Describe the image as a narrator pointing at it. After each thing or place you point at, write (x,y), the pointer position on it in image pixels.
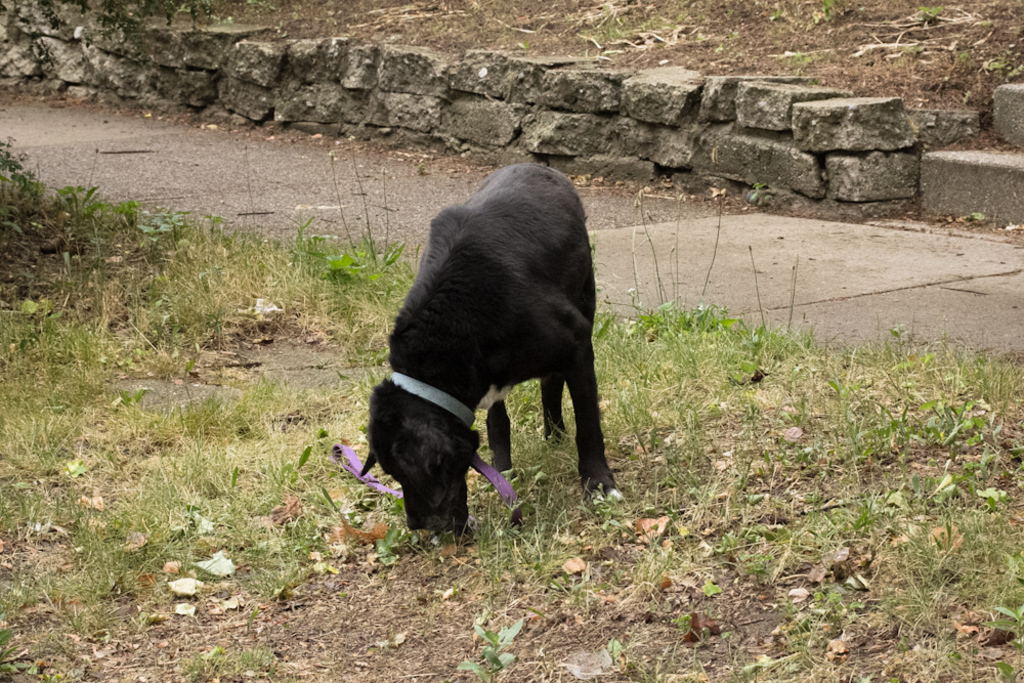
In this image we can see a dog (419,340) standing on the grass (335,399). Behind the dog (447,225) there is a walkway (726,235). At the top of the image (585,73) there are rocks (707,119), sand (834,77) and grass (650,27).
